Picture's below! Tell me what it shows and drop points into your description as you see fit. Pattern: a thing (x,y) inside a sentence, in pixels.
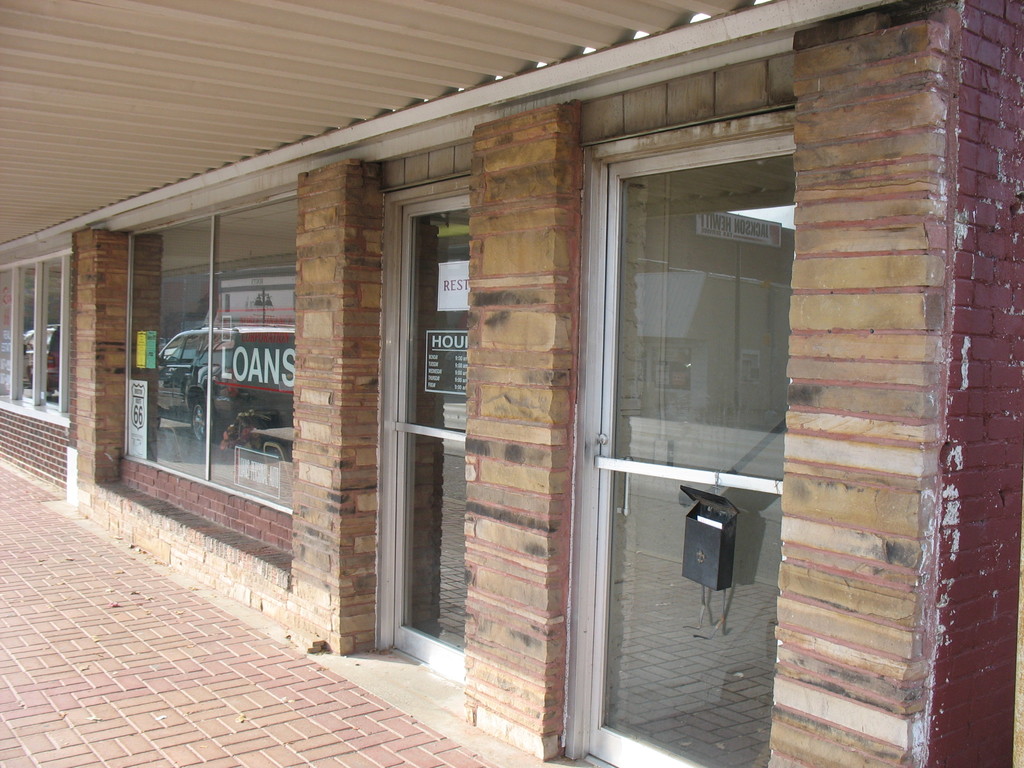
At the top (190,77) we can see the shed (371,38). In this picture on the right side (904,446) we can see the wall (877,441), glass doors (425,337), posters (439,367). We can see a black box (715,501) hanged to the stand (690,479). On the glasses (236,420) we can see the reflection (204,420) of the vehicles (213,373). At the bottom (174,665) we can see the floor (254,716).
